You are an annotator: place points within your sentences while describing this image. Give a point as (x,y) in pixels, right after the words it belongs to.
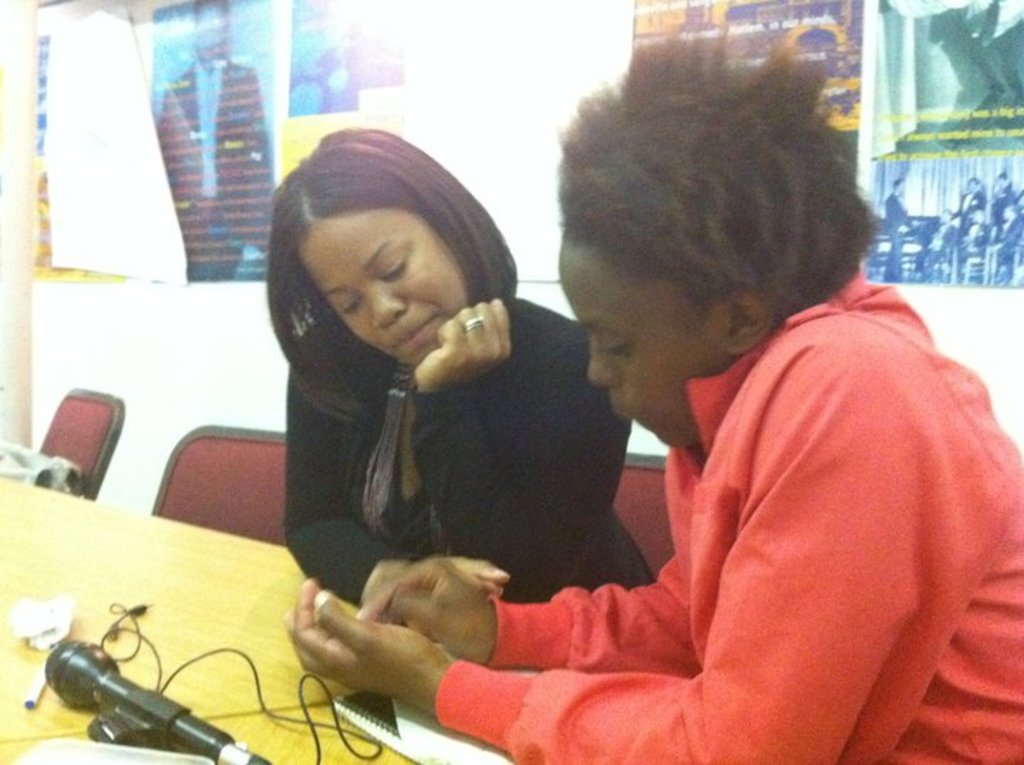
In the foreground of this picture (502,501), there are two women (708,507) sitting on the chair (656,501) near a table (61,586). On the table (12,684), there are books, pen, mic (56,685) and a paper (52,604). In the background (91,487), there are chairs (195,514), wall (130,366), banner (216,145) and few posters (855,100).
